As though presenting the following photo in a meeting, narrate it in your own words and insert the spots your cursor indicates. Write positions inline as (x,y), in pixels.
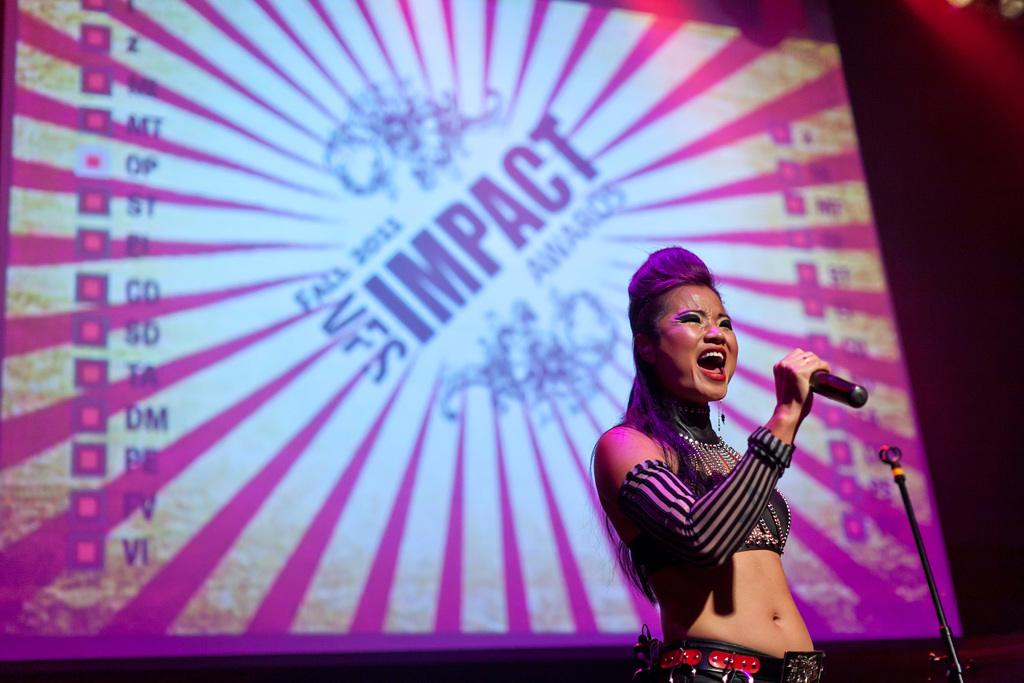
In this image I can see a person (712,440) standing and holding the mic (820,378). In the background (413,168) there is a screen (336,159).
